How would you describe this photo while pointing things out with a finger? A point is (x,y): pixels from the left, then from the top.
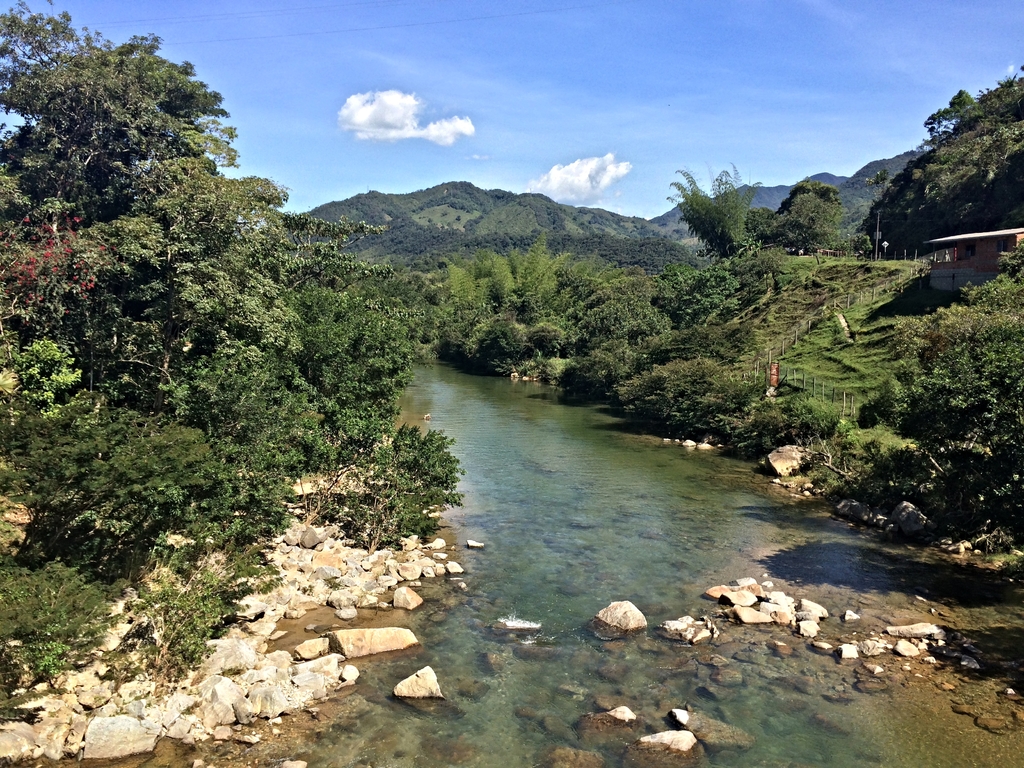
In this image I can see small stones (324,597) and water (587,523). Both-side I can see trees (441,259) and fencing (787,364). Back Side I can see mountains (443,225). We can see house (955,250) and sign boards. The sky (511,113) is in blue and white color.
